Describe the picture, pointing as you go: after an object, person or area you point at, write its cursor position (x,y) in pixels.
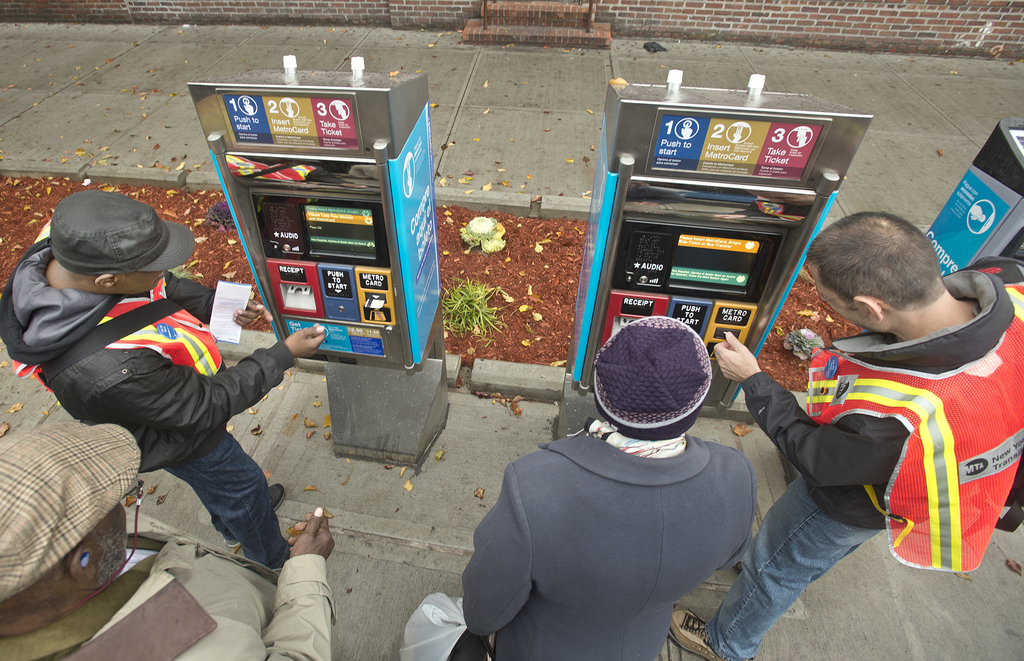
At the bottom of this image (719,507) I can see four men (837,481) are standing in front of machines (391,264) which are placed on the road (469,408). It seems like ATM (226,176). On the top of a image I can see a wall (657,12).
